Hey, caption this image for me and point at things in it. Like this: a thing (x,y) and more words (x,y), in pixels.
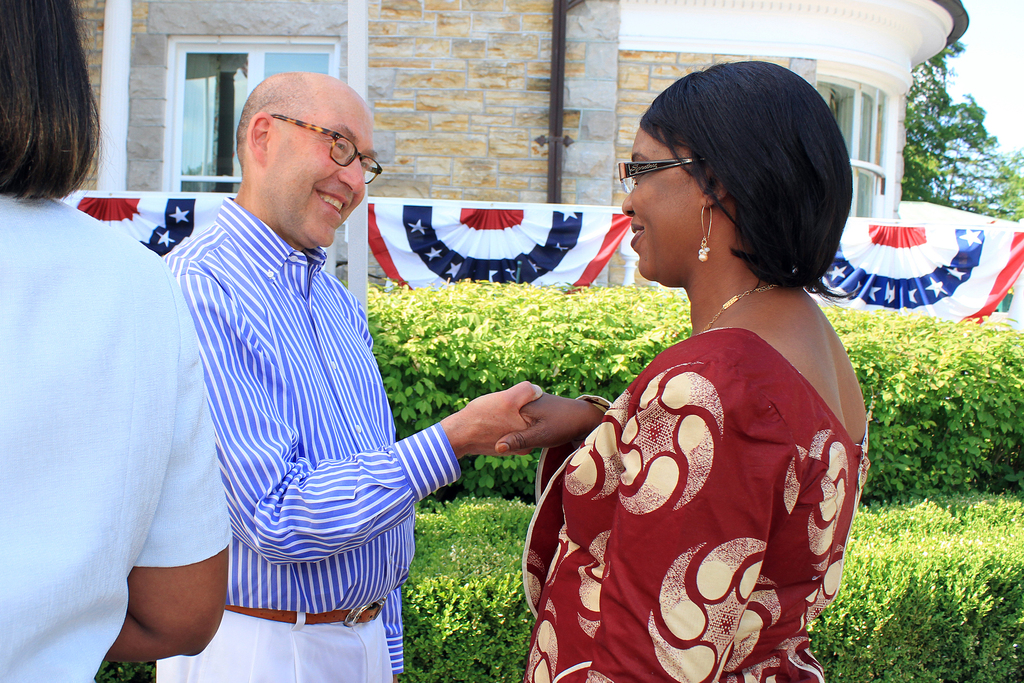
In this image we can see a house (579,53) and it is having a window (198,147). There are three persons (497,393) in the image. There are many plants (913,494) in the image. There is a sky (997,79) in the image.
